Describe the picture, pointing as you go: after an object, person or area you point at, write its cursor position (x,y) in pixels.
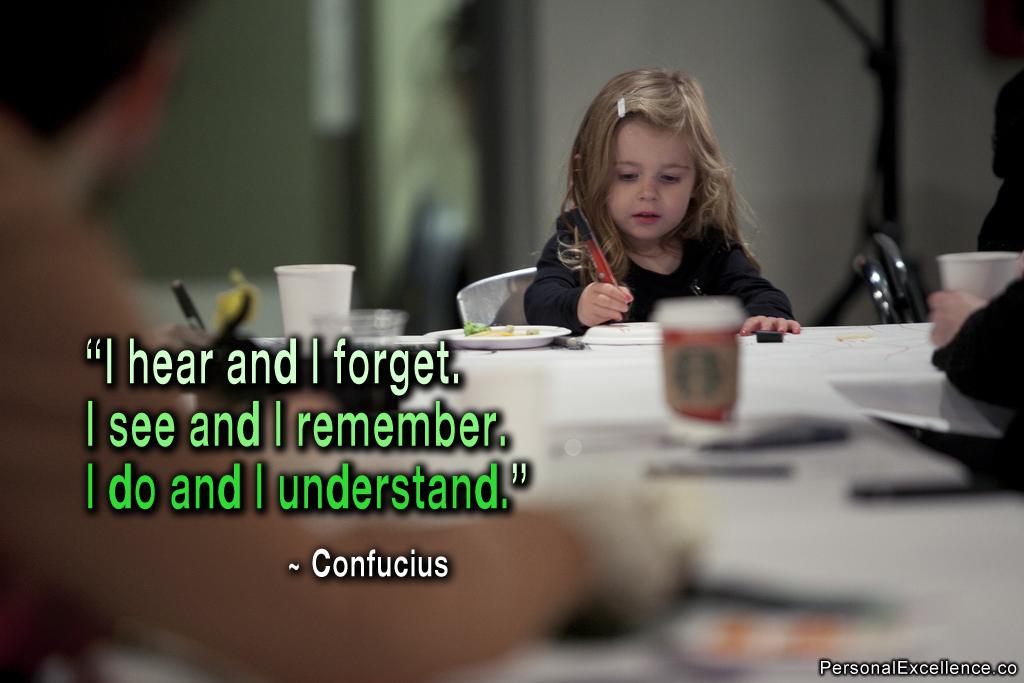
In this image I see a child (784,317) who is sitting on a chair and there is a table (904,328) in front (539,416) and lot of things (651,336) on it.
